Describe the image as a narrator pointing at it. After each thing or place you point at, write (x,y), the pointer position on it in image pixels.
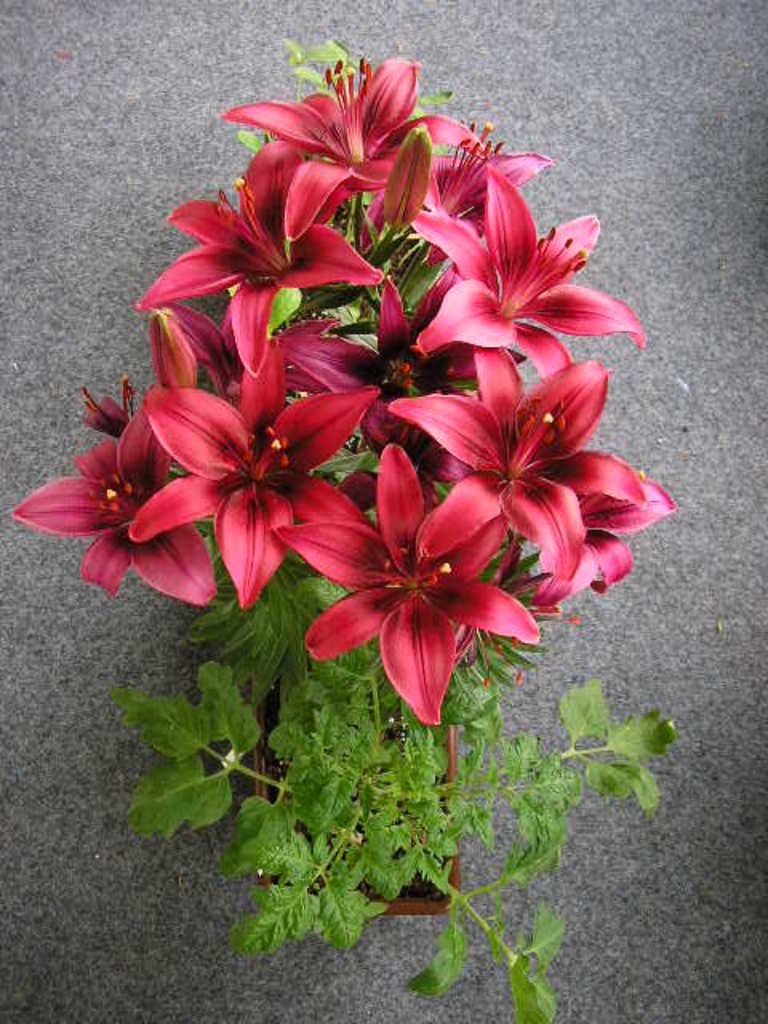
In this image we can see a flower plant (442,631).
